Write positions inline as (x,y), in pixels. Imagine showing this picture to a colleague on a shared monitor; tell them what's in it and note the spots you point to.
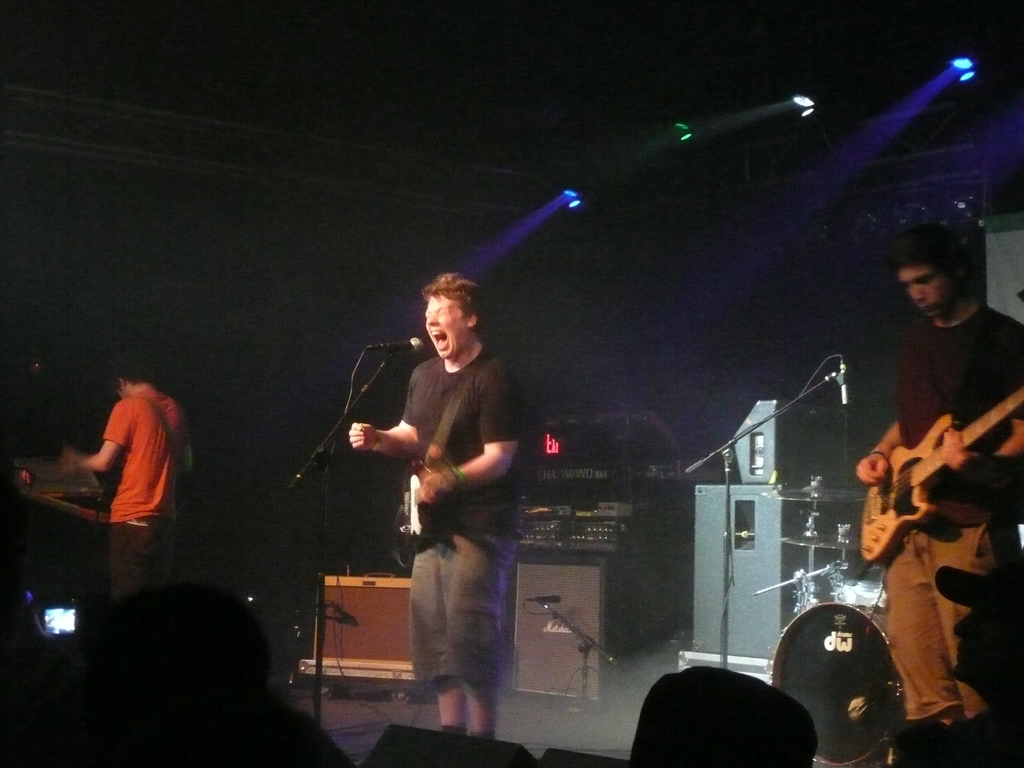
There are three members (983,336) on the stage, standing, two holding guitars (892,466) in their hands (449,472). The middle guy (462,443) is singing in front of a microphone (413,344) and stand (327,486). Two of them were having a mics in front of them. In the background (798,600), there are some musical instruments (811,573) here and some lights (926,98).
